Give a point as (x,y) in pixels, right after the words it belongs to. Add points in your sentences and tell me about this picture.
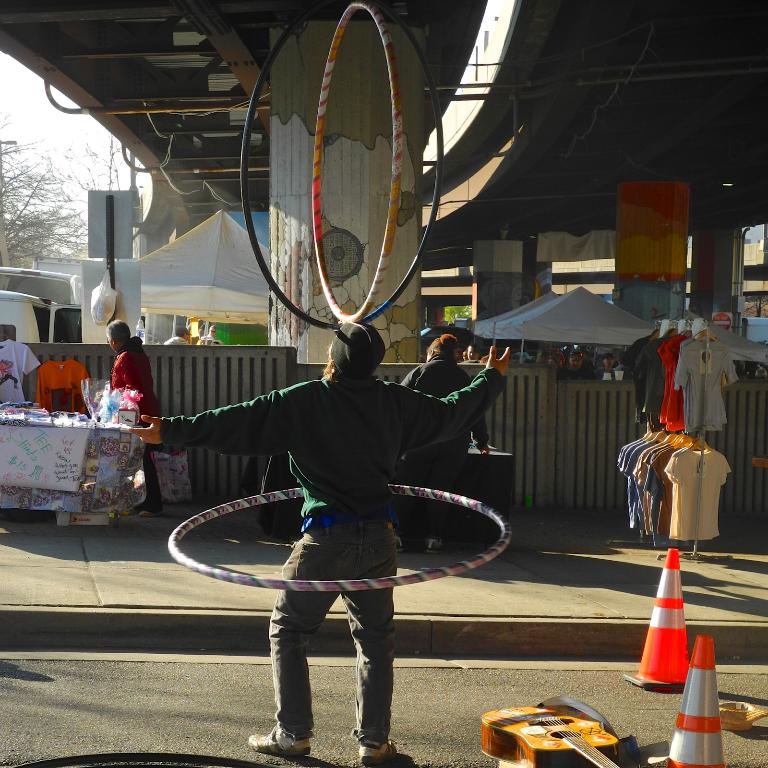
In this image I can see a man (159,432) who is playing with a ring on his waist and 2 rings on his head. On the right (579,761) I can see a guitar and 2 traffic cones (667,574). In the background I can see a number of clothes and a number of stalls (229,272) and few people (176,341) near it. I can also see that there are few vehicles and few trees (46,240).
